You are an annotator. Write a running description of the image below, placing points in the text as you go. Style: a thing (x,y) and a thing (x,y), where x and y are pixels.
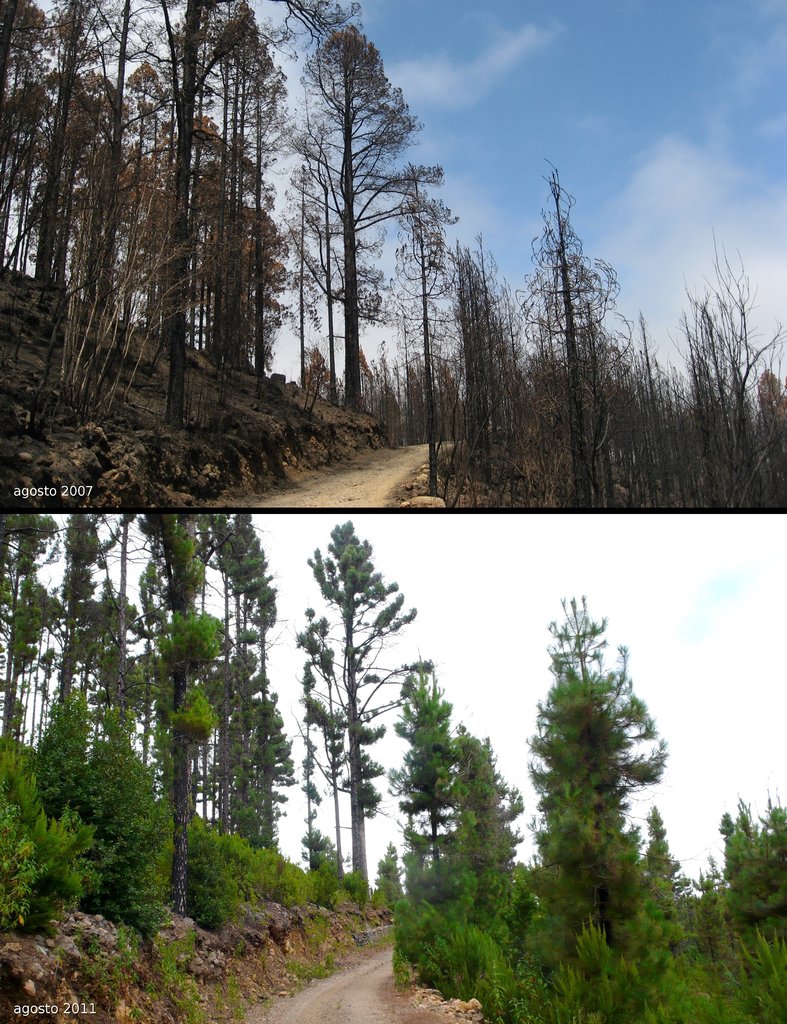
In this image we can see collage pictures of trees (433,827), roads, sky (481,145) and clouds (669,195).
